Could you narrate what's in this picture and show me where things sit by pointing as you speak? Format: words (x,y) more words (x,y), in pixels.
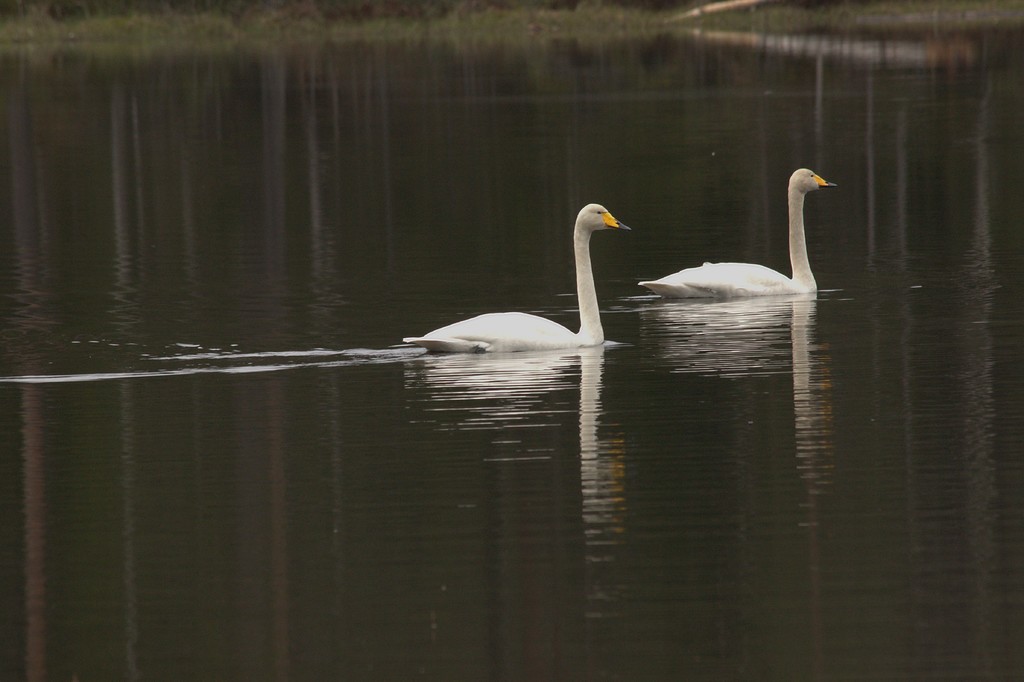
In this image I can see two white colour swans (590,317) on the water (542,363). I can also see this image is little bit blurry in the background (647,110).
